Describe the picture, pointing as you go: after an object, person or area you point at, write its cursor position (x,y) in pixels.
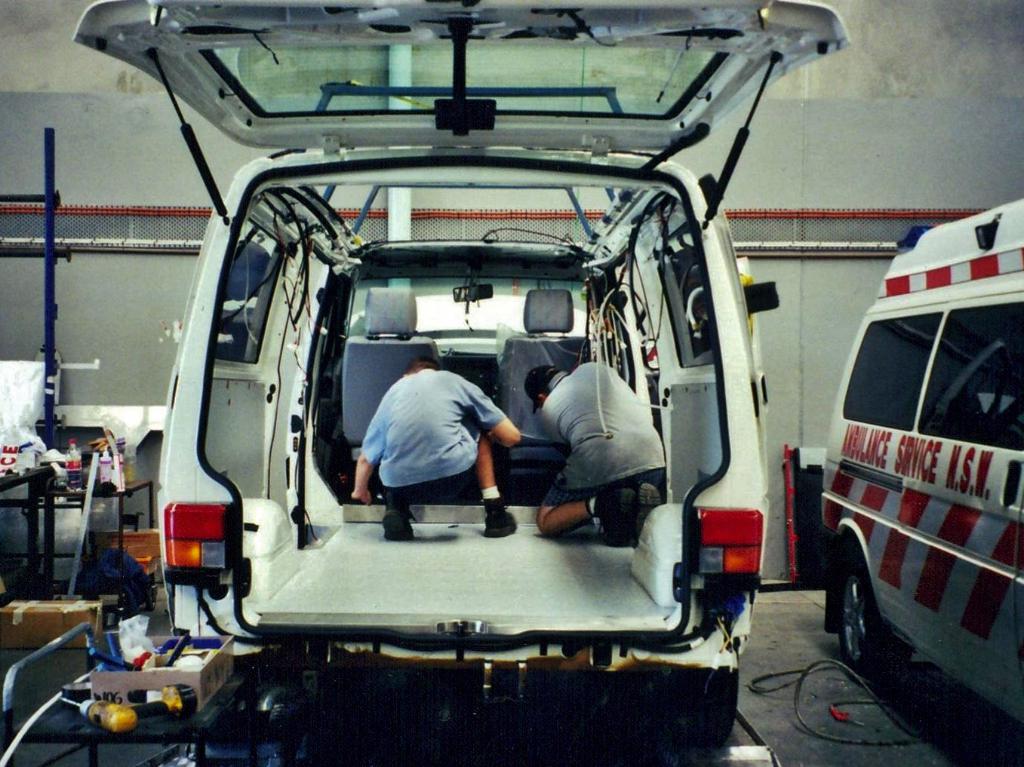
This is the picture of a car (436,576) in which there are two people (488,472) doing something and beside there is another car (982,358) and some things (137,638) on the desk (81,718).
